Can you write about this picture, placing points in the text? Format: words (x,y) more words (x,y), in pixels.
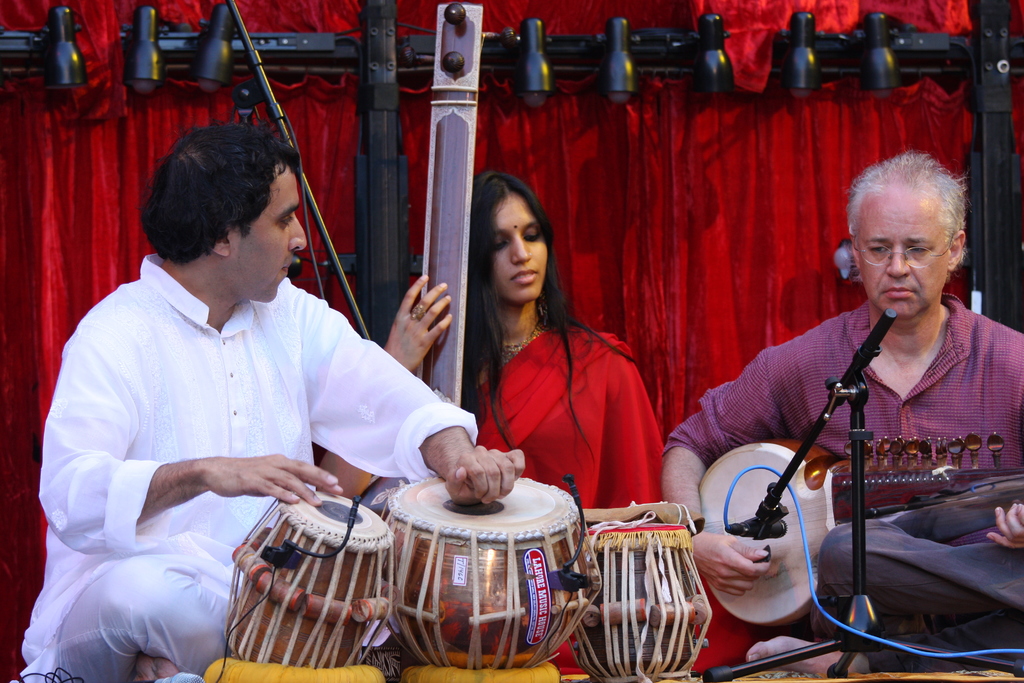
In this image I can see two men (887,175) and a woman (402,322) are sitting and also they all are holding musical instruments (539,509). In the background (686,130) I can see few lights (60,42) and curtains (75,158).
